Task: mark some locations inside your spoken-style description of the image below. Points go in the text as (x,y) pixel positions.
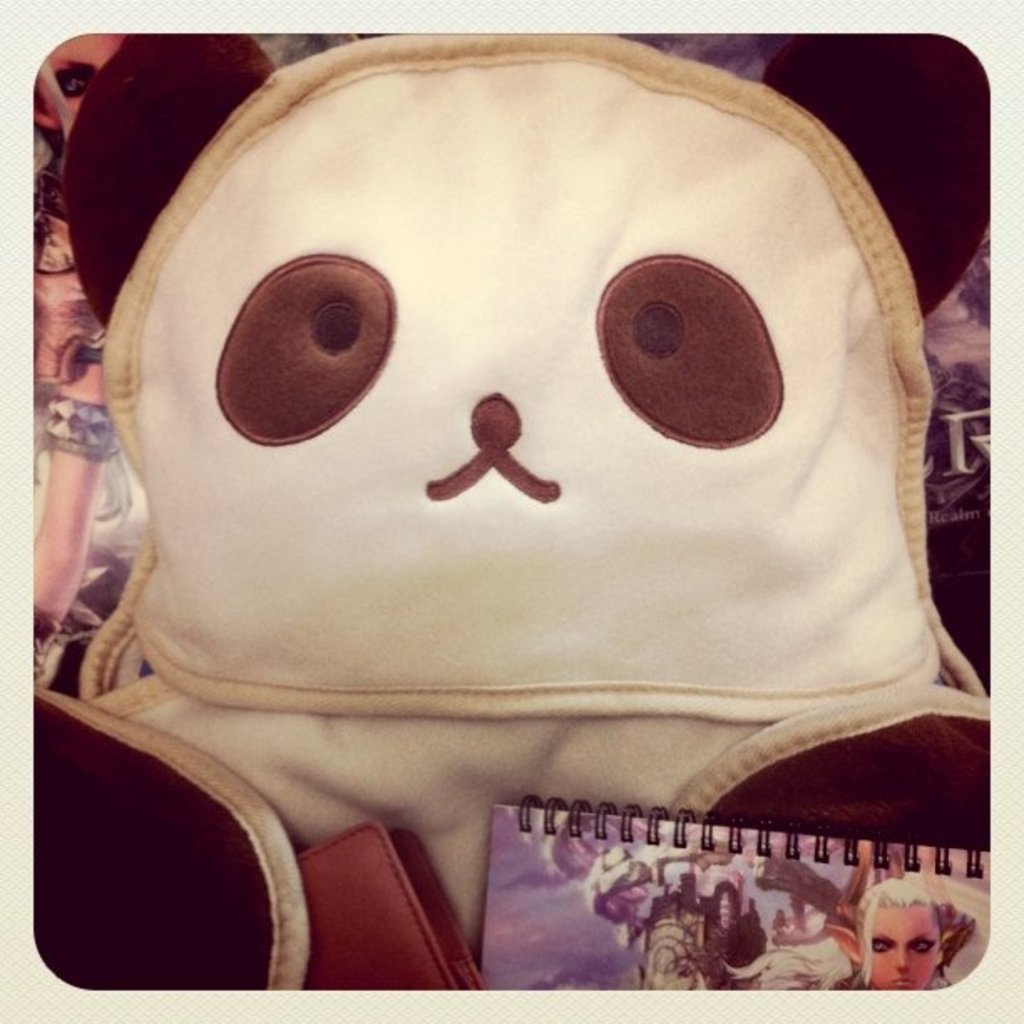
In this image we can see dolls (438,504), and there is a book (724,907) with images (761,938) on it.
